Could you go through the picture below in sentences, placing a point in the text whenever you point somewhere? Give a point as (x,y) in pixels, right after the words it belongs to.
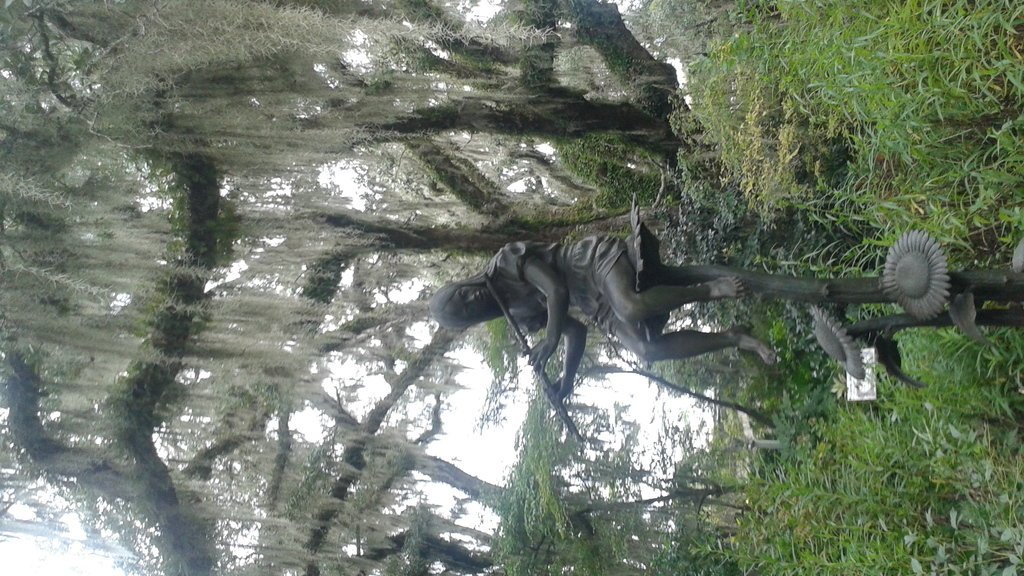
In this image, we can see a statue (849,323). Background (579,467) there is a blur view. Here we can see trees (526,180) and sky (409,330). On the right side of the image (952,214), we can see plants (848,305) and board (869,385).
